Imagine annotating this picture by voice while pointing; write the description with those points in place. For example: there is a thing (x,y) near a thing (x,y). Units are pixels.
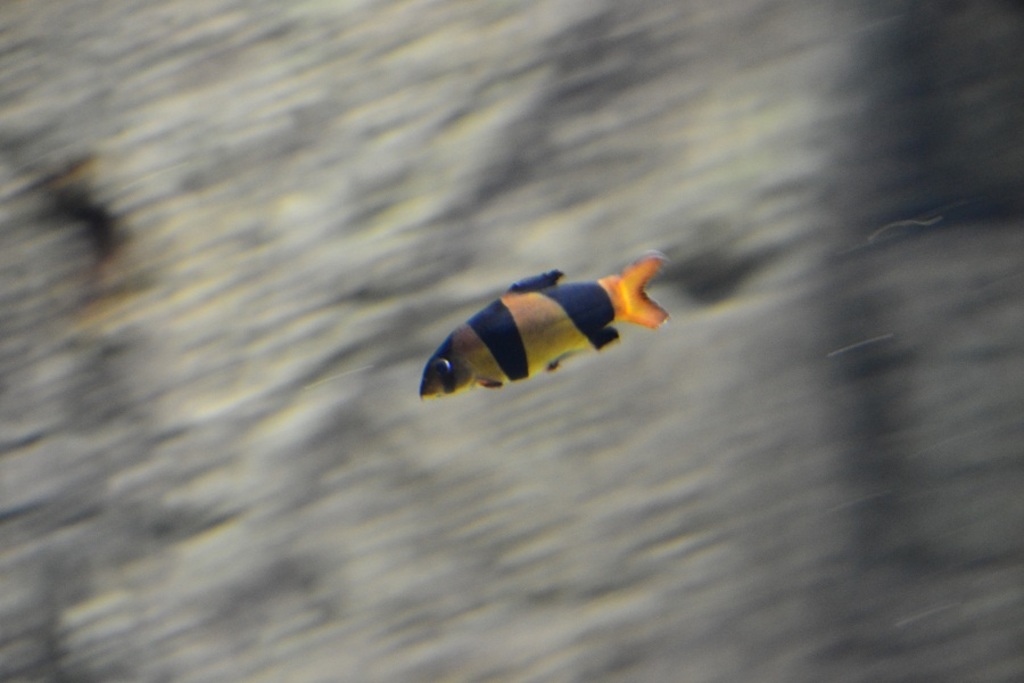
In this image there is a fish (477,342). The background (300,334) is blurred.
